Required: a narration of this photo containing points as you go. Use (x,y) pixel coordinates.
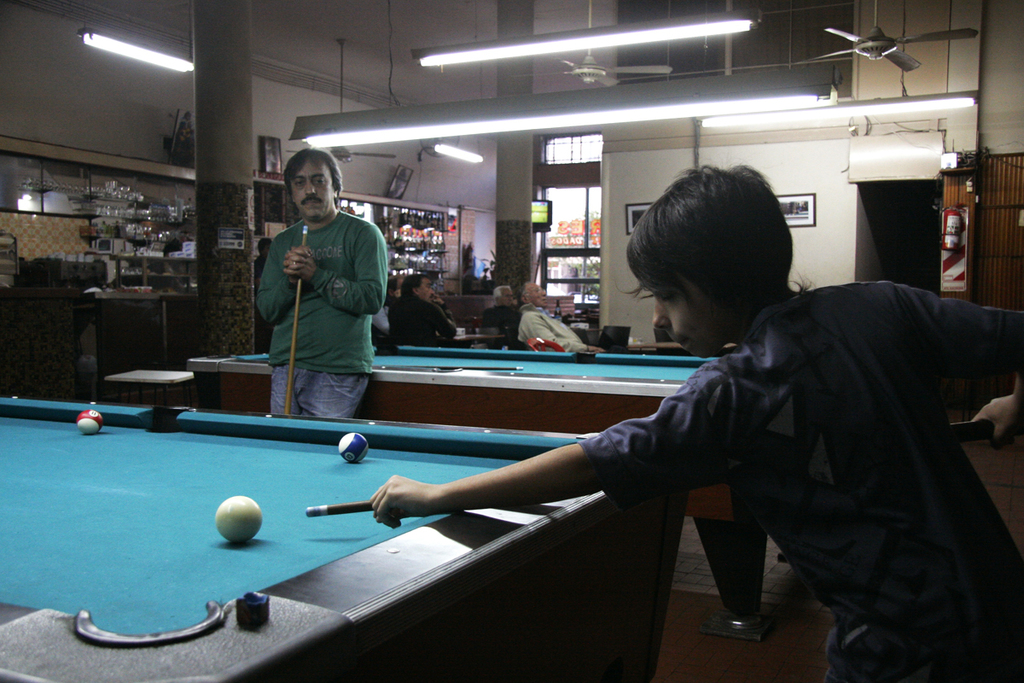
This is an image clicked inside the room (689,551). Here I can see a boy (790,517) playing the billiards game. He's about to hit the ball (238,524). Beside this table (276,437) there is a man (326,281) standing and looking at the game. On the top of the image (480,122) there are lights (489,131). In the background (498,287) I can see few people (516,334) are sitting on the chairs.
